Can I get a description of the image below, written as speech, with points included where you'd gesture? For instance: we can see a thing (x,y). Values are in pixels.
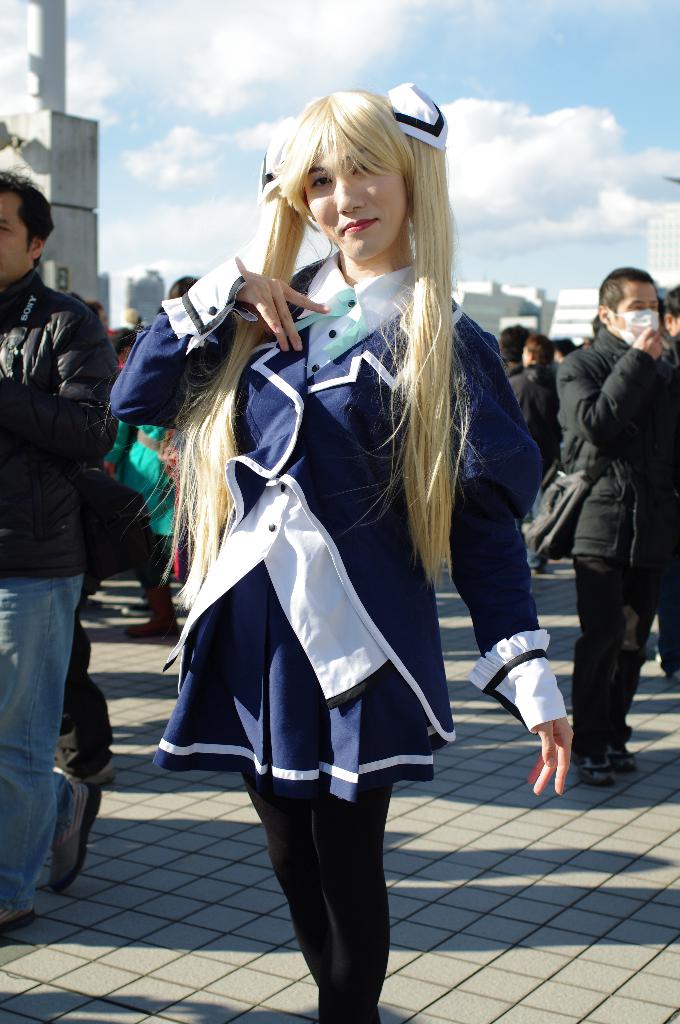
In this image, in the middle (327,598), we can see a woman (375,725) standing. In the background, we can see a group of people (667,450), building (150,305). At the top (514,42), we can see a sky (549,219).
